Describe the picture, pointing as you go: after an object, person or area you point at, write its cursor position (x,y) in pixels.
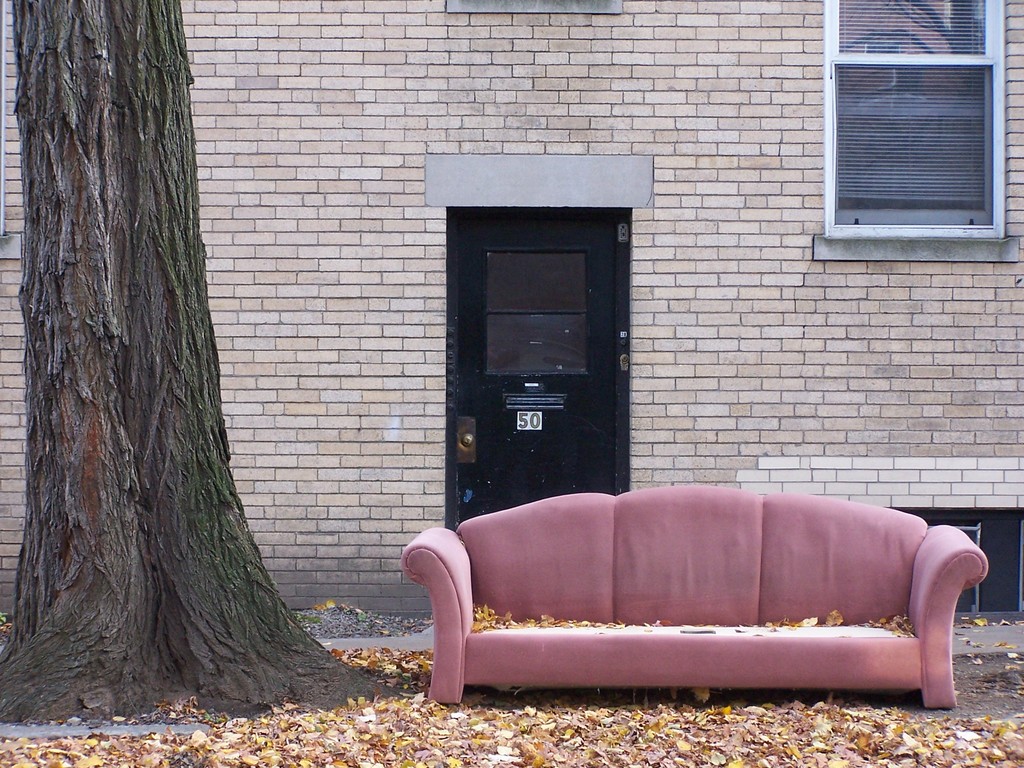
In this picture there is a sofa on the right side of the image (717,555) and there is a trunk (63,508) on the left side of the image (190,365), there is a door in the center of the image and there is a window (989,226) in the top right side of the image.
